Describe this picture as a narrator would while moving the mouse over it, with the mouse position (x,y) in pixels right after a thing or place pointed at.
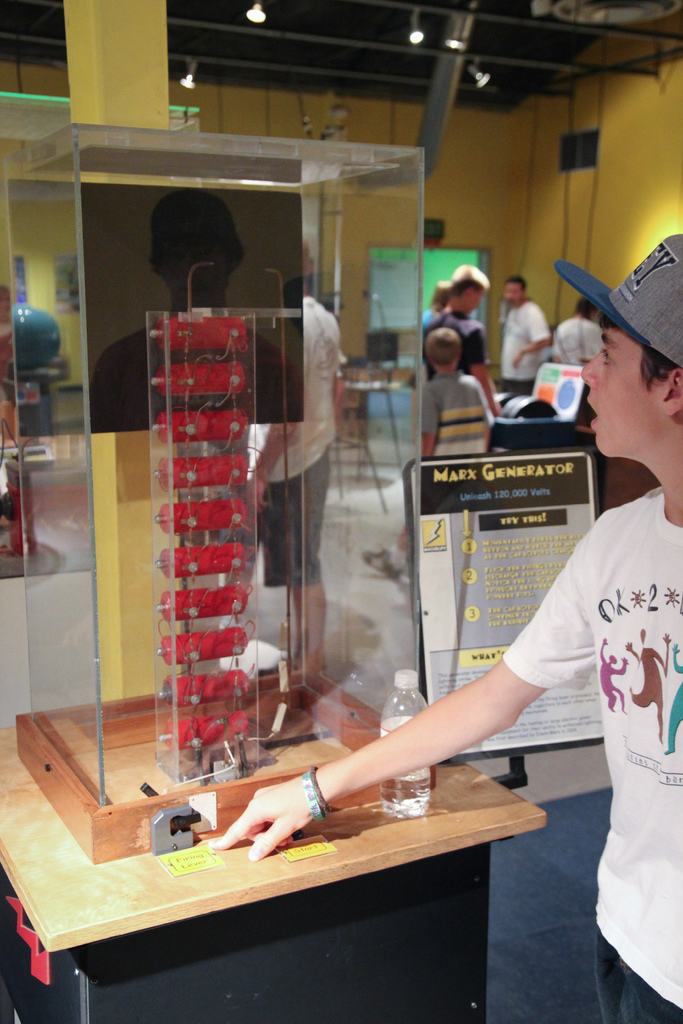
This picture consists of a group of people (587,573) standing. The boy (607,642) in the front (640,660) wearing a hat (682,291) is seeing at this structure (203,500) which is inside the glass (246,567). At the center (450,605) there is a board (491,573) and there is a table (246,848) with a water bottle (396,726) on it. In the background (480,341) there are person (465,345) standing, there is a yellow colour wall (493,190), TV (425,266), and lights (253,21) on the top (265,15).
